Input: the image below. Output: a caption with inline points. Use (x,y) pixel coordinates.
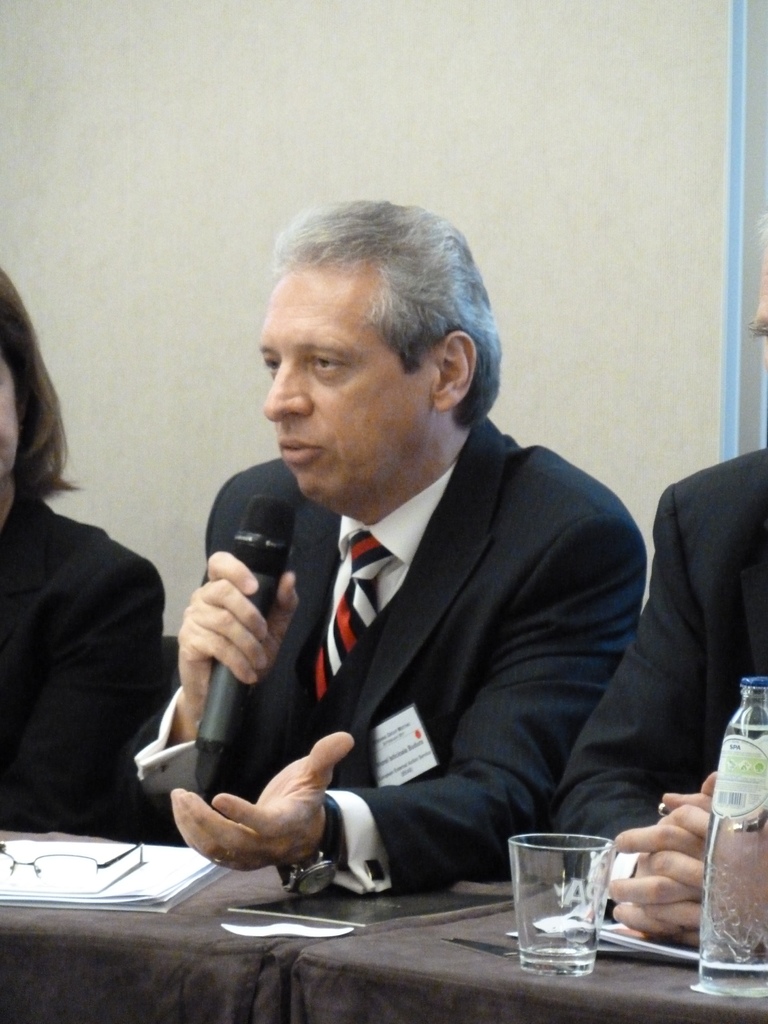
In this picture, In the middle (396,469) there is a man (369,447) who is sitting and holding a microphone (264,583) and he is speaking in the microphone (266,555) and in the background (519,147) there is a white color wall (343,182).
